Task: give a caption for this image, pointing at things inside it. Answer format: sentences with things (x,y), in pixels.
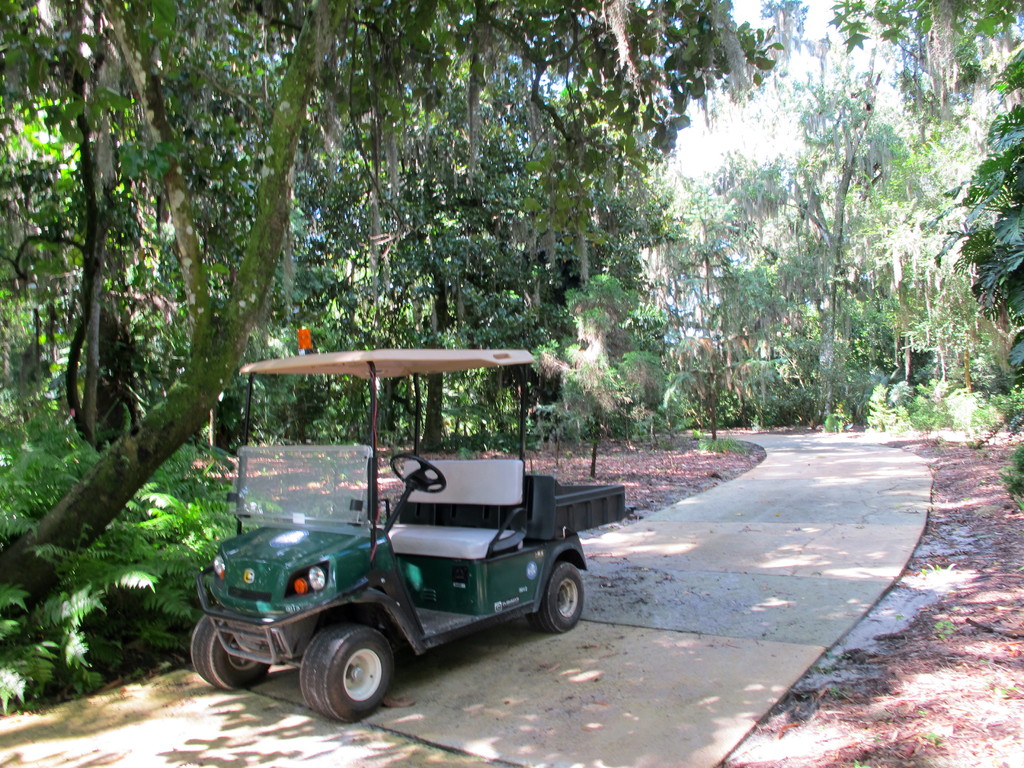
In this image we can see a motor vehicle (433,525) on the road (735,598), shredded leaves (923,637), trees (386,411), plants (160,481) and sky (787,115).
